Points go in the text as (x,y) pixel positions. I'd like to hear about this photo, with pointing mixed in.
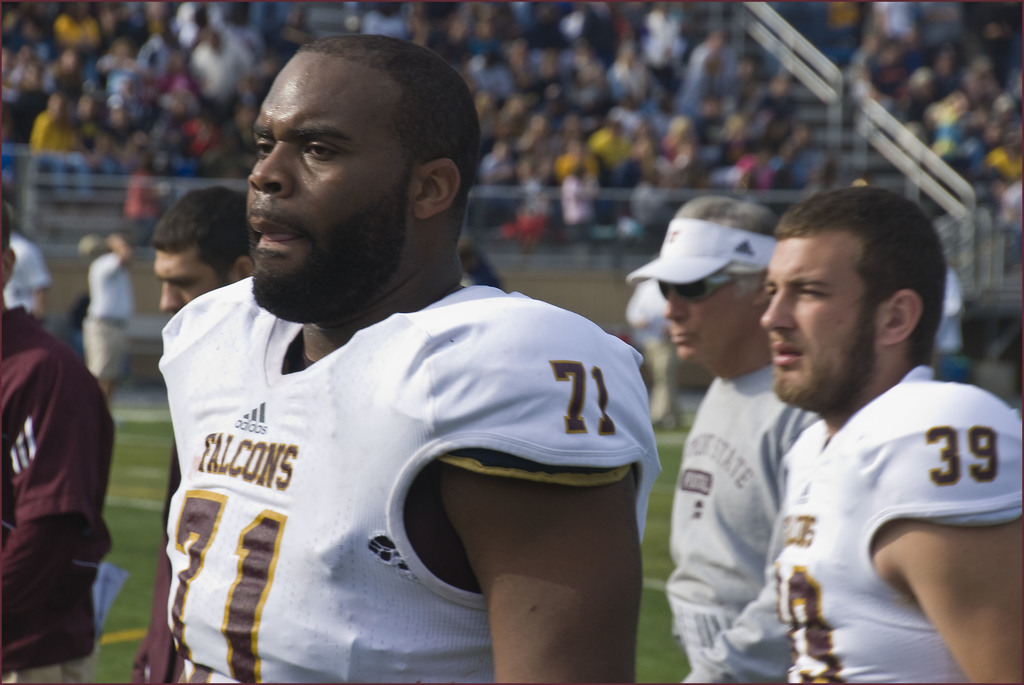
In the image there are few men (526,379) standing. There is a man (680,240) with cap (680,240) and goggles (676,288). Behind them there is a crowd (528,217) and also there is a fencing (34,168). And there is a blur background (45,160).
